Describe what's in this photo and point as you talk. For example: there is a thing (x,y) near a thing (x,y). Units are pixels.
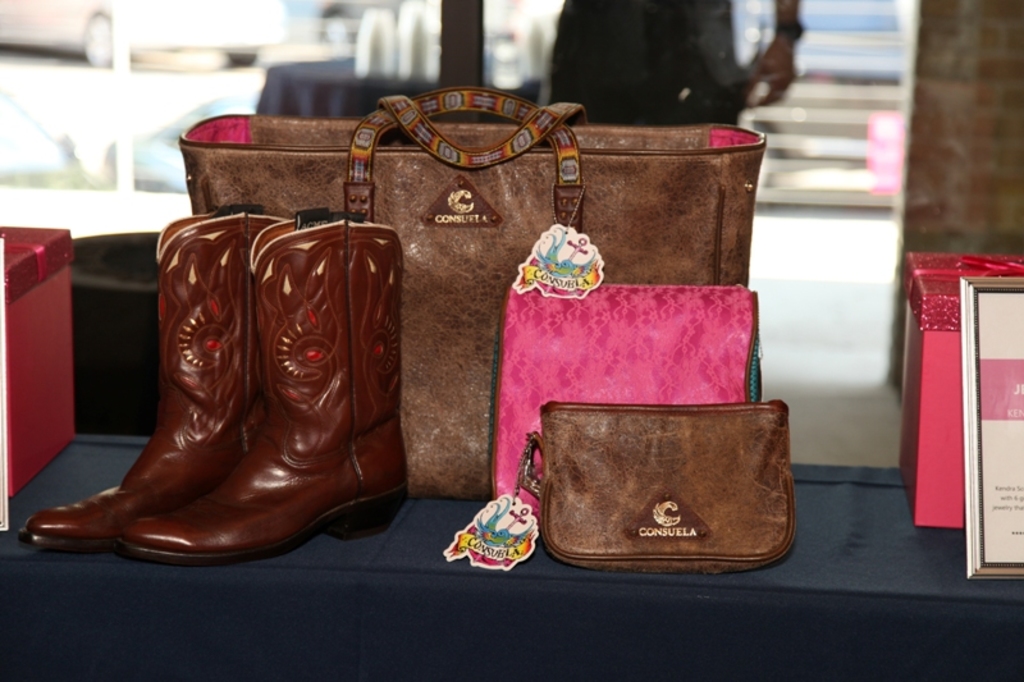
Here we can see a handbag (228,138) and a couple of purses (578,404) and boots (360,310) placed on a table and there are tags (573,269) on the handbags (521,470) and there are couple of boxes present besides them.
